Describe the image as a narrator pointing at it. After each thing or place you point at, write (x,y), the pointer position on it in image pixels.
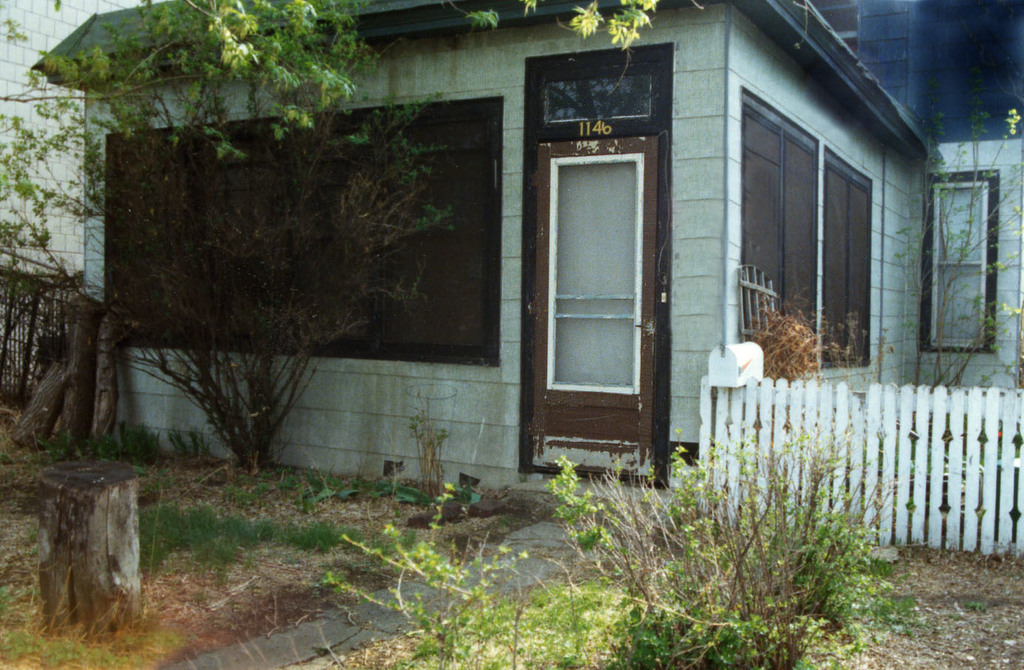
The picture is taken outside a house (395,376). In the foreground of the picture (392,582) there are plants (677,582), dry leaves (911,630), grass (228,552) and wood log (88,490). In the center of the picture (531,433) there are trees (87,354), railing (909,407), house (589,196), door (589,224) and windows (762,241). On the left (27,128) there is a brick wall (35,21).
